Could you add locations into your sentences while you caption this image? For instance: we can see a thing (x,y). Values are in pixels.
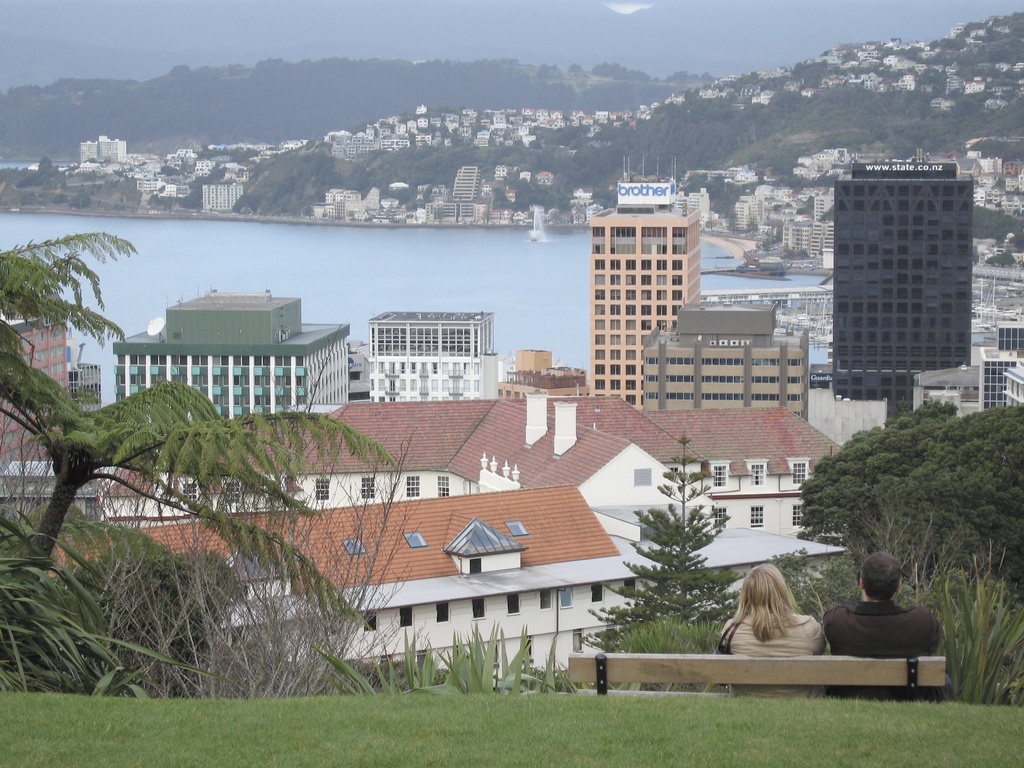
In this image I can see houses (576,454) and in front of houses (637,490) I can see there are two persons (831,640) sitting on the bench (620,673) and trees (56,529) visible in front of persons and back side of houses (619,468) I can see the lake (332,237) at the top (35,17) I can see sky (88,18).
